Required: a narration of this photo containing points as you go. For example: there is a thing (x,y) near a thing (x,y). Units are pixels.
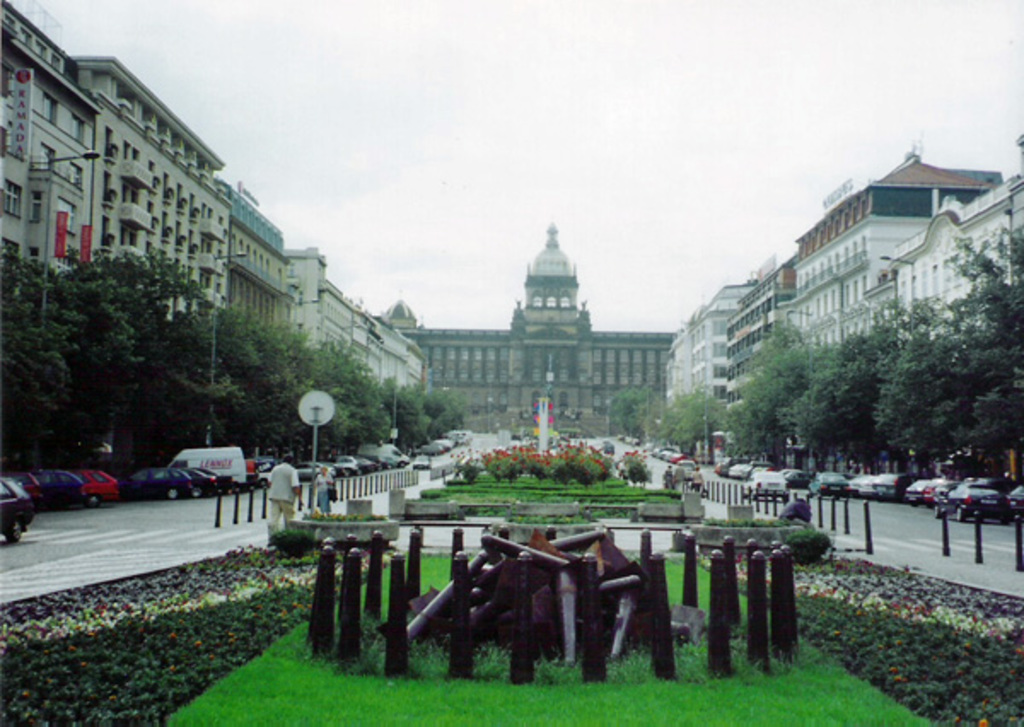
In this picture we can see a few poles (525,558) on the grass (371,716). There are some flowers (557,454). Some vehicles (301,472) are visible on the path (904,519). We can see a few street lights (46,208), trees (999,391) and some buildings (578,415) in the background (991,404).
